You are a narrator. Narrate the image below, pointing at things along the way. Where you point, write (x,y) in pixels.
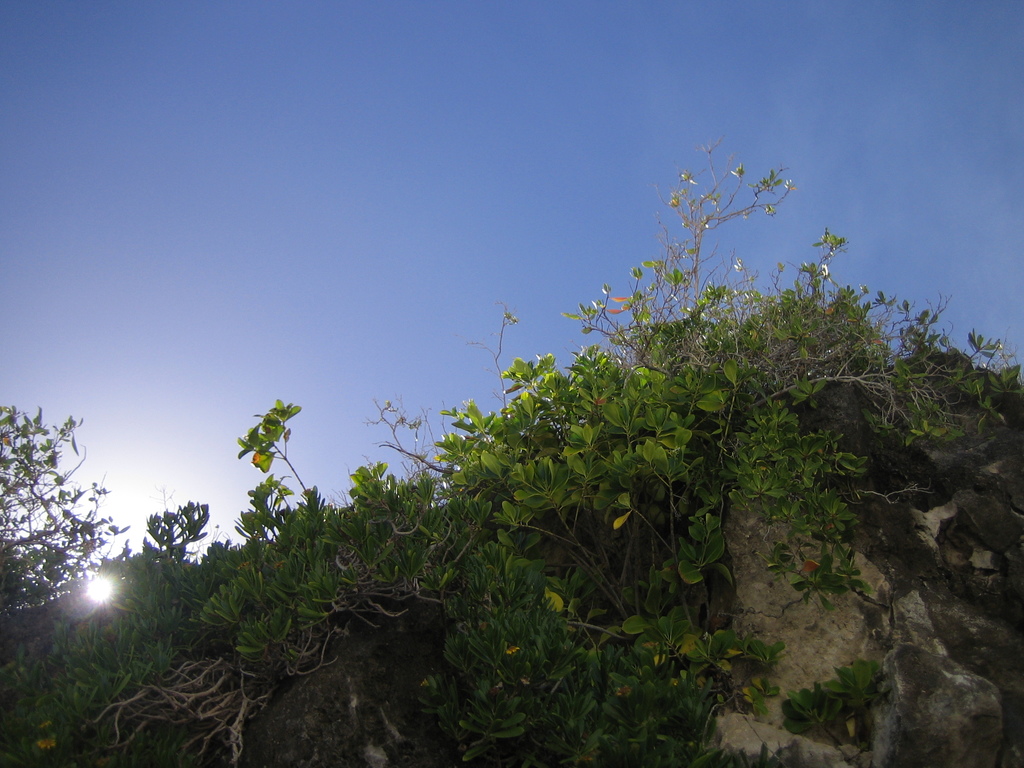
In this image I can see rocks (862,627), plants (384,504), leaves (539,580) the sun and in the background (389,110) I can see sky (412,102).
